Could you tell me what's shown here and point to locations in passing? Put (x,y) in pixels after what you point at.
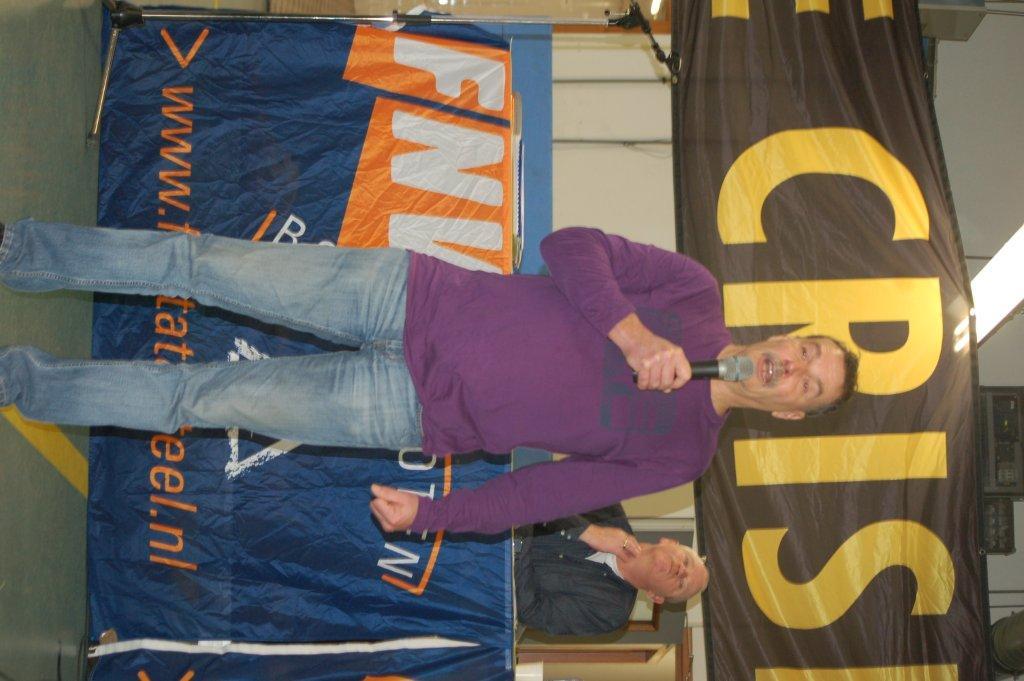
In this image in the center (505,337) there is one man (501,347) who is standing and he is holding a mike (733,379) it seems that he is talking, and in the background (668,555) there is another man (605,558) there is one table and some posters (791,531). In the background (992,441) there is a wall (588,182), lights (1002,249) and some other objects (1006,479). On the left side (45,150) there is a floor (23,469).
